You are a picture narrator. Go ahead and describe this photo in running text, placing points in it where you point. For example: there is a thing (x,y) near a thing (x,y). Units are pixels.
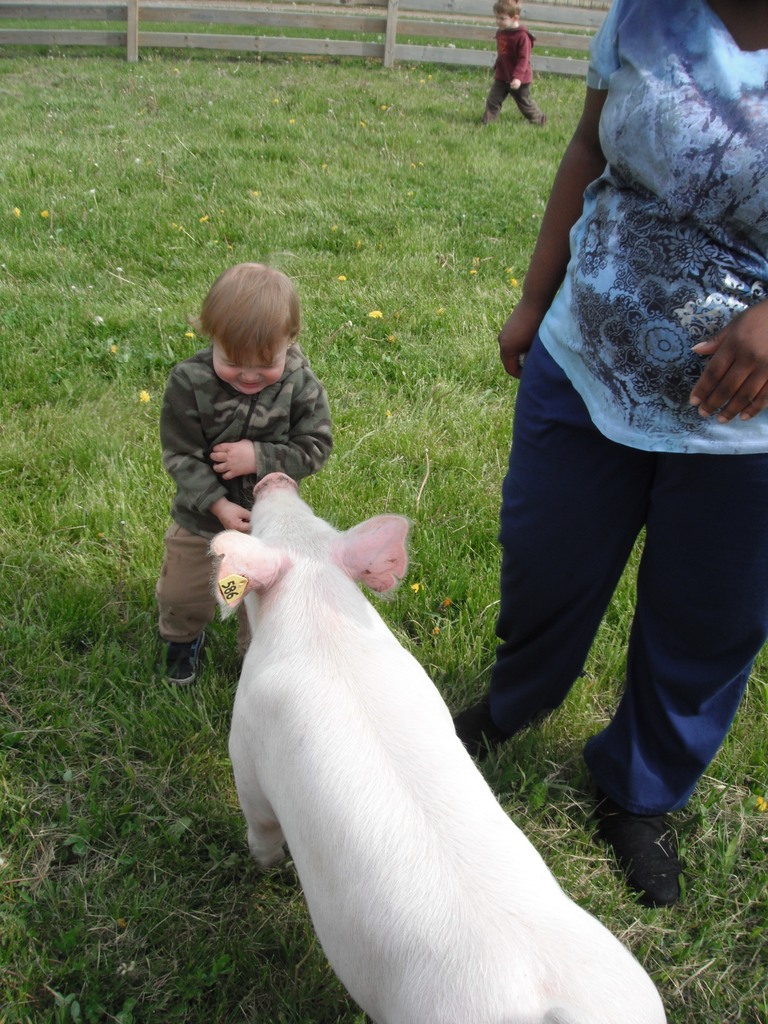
In this image we can see a woman (571,597) and two children (237,516) standing on the ground (149,756). We can also see some grass (161,754) and plants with flowers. On the backside (321,25) we can see a wooden fence (334,46).
